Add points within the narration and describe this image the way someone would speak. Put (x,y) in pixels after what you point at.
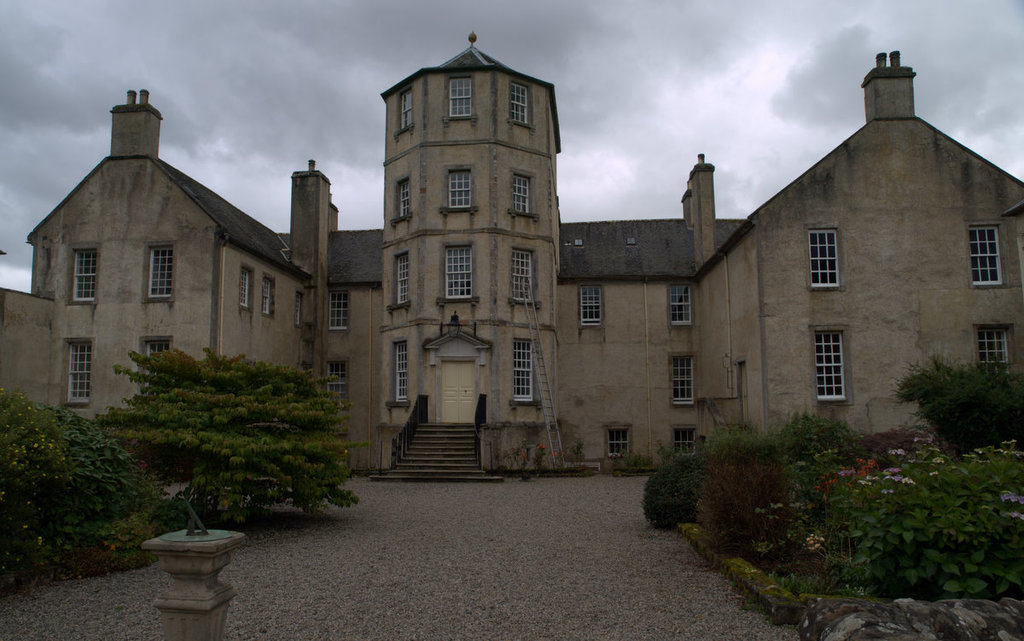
In the center of the image (521,346) there is a building (637,345). On the right side of the image (717,485) we can see plants (820,494). On the left side of the image (88,491) we can see trees (169,476) and plants (74,491). In the background (101,53) there is a sky (671,94) and clouds (684,98).
